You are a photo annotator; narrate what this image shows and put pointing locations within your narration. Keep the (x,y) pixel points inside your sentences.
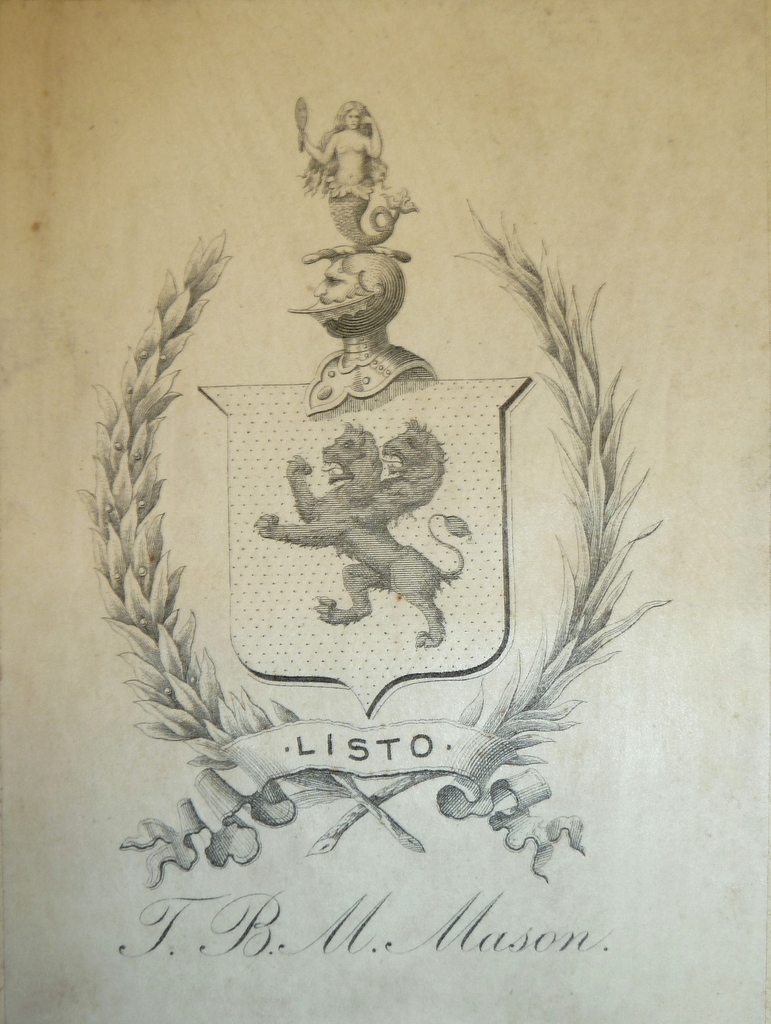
In this image there is a painting (338,530) of a logo (320,317) as we can see in the middle of this image (378,500). There is some text (474,928) written in the bottom of this image (348,945).
